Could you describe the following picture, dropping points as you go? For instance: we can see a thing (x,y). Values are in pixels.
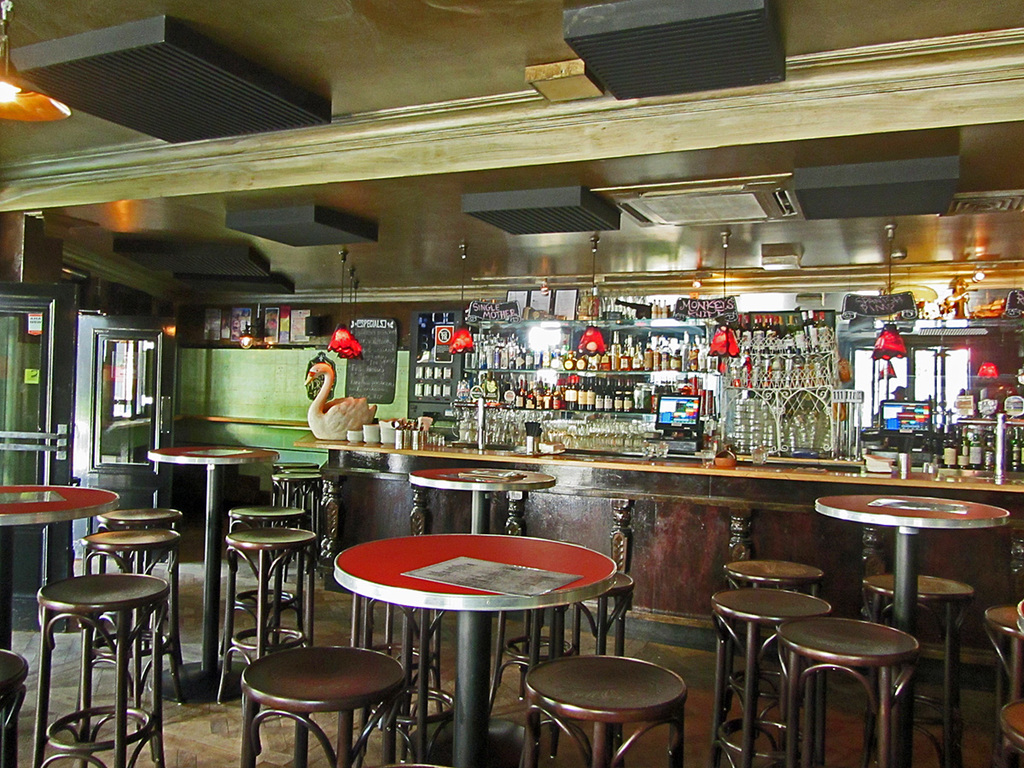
In this picture I can see the inside view of a building (164,751) and in the front of the picture (139,692) I can see stools (85,557) and the tables (8,570). In the background (461,418) I can see the counter top (629,467) on which there are many things (758,461) and on the racks (513,380) I see number of bottles (620,359) and other things (755,403) and I see the ceiling (234,169) and I can see the light (2,34) on the top left of this image (16,113).
